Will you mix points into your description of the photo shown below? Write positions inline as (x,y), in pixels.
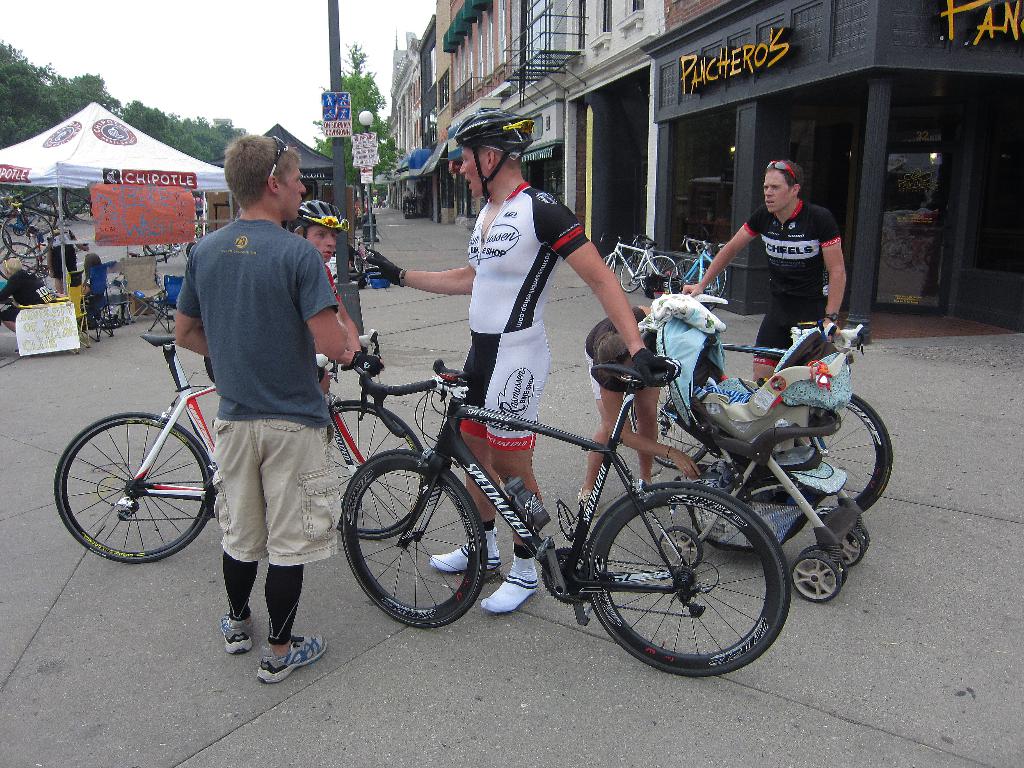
In this picture we can see people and bicycles (696,590) on the ground (857,567) and in the background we can see buildings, tents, trees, poles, sky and some objects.
